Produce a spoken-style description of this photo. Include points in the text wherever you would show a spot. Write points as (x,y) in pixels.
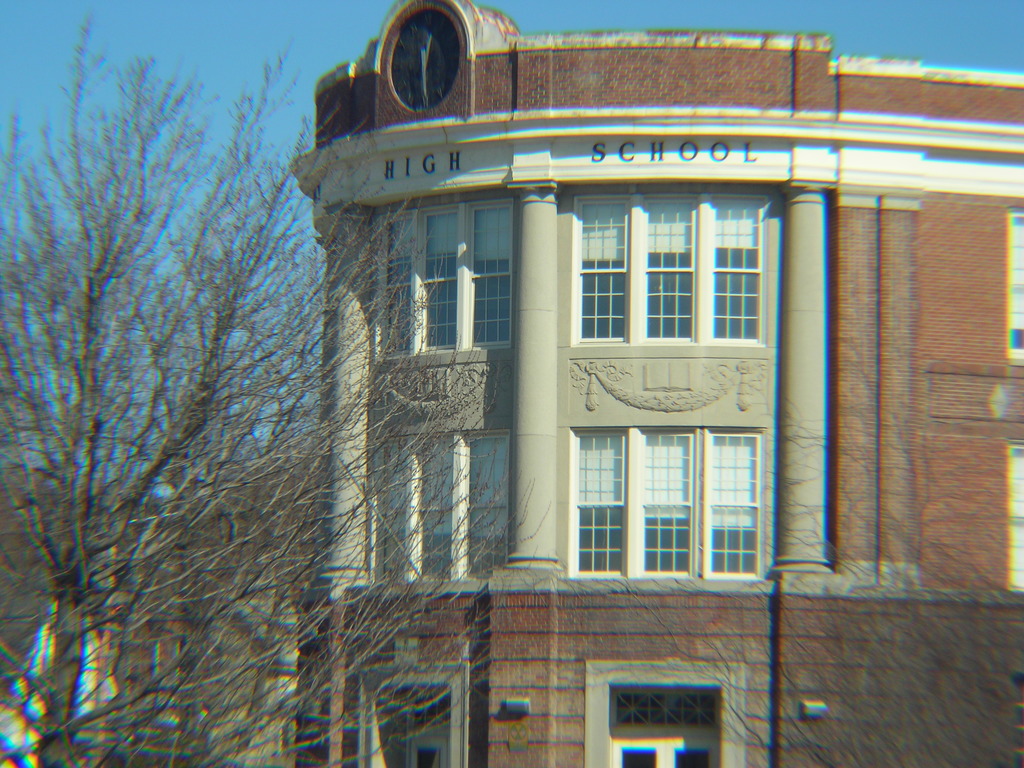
In this image I can see a building (678,482) and glass windows (661,502). The wall (903,343) is in brown color. In front (161,346) I can see a dry trees (152,418). The sky (243,49) is in blue color. I can see a clock (427,65).
